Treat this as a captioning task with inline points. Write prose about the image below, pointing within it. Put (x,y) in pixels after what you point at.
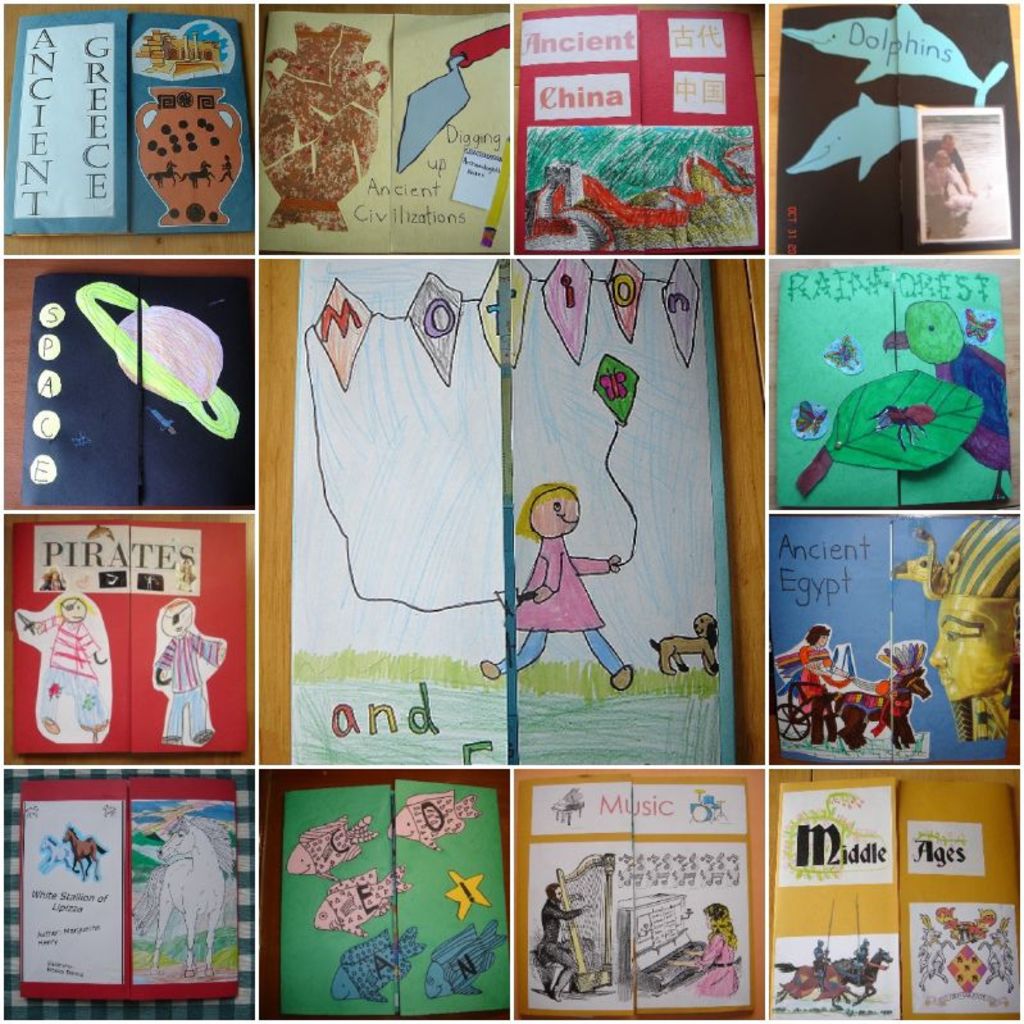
In this picture there is a collage of few paintings (493,281).
